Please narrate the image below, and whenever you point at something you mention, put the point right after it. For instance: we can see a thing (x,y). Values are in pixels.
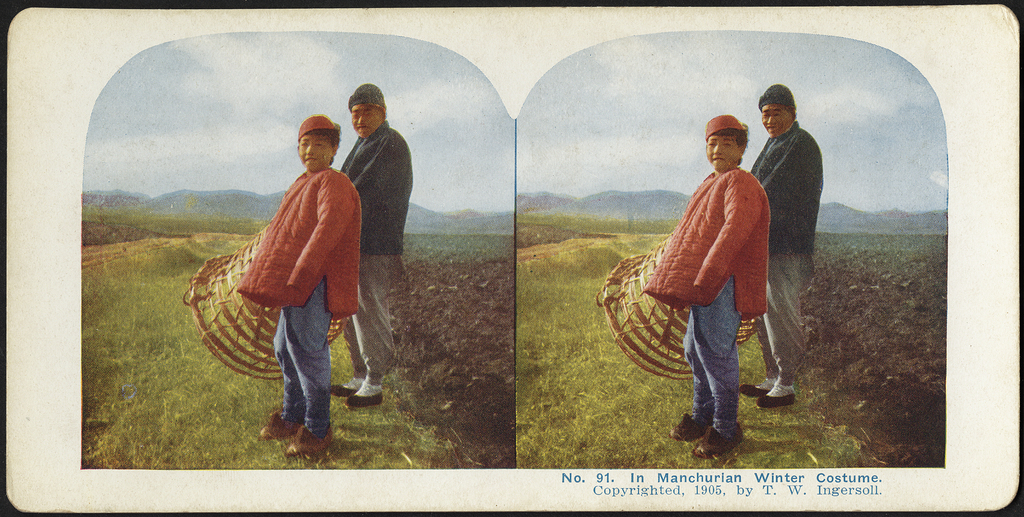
In this image on the right side (784,181) there are two persons (717,290) who are standing, and on the left side (307,202) there are two persons (288,269) who are standing and one of them is holding a basket (263,314). At the bottom (205,392) there is grass (173,216), and in the background (675,198) there are some mountains (662,207). On the top of the image (438,133) there is sky (696,80).
